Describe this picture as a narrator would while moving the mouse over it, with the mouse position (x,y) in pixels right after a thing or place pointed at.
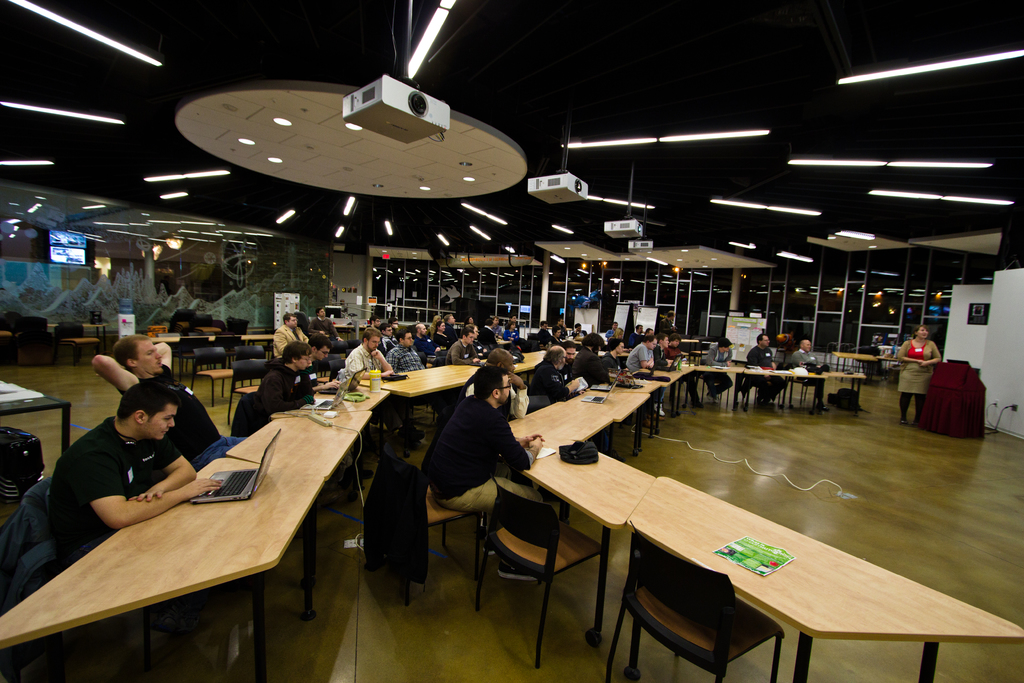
This is a picture of a room (599,235). In the room (589,360) there are tables (245,544), chairs (668,573) and many people (393,347) seated. On the right (950,407) there is a podium (963,390), beside the podium (939,378) a woman (923,366) is standing. In the background (830,289) there are windows (560,306). On the top left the television (53,254). On the top (736,213) to the ceiling (669,215) there are lights (775,206) and projectors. On the table (593,416) there are laptops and papers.
